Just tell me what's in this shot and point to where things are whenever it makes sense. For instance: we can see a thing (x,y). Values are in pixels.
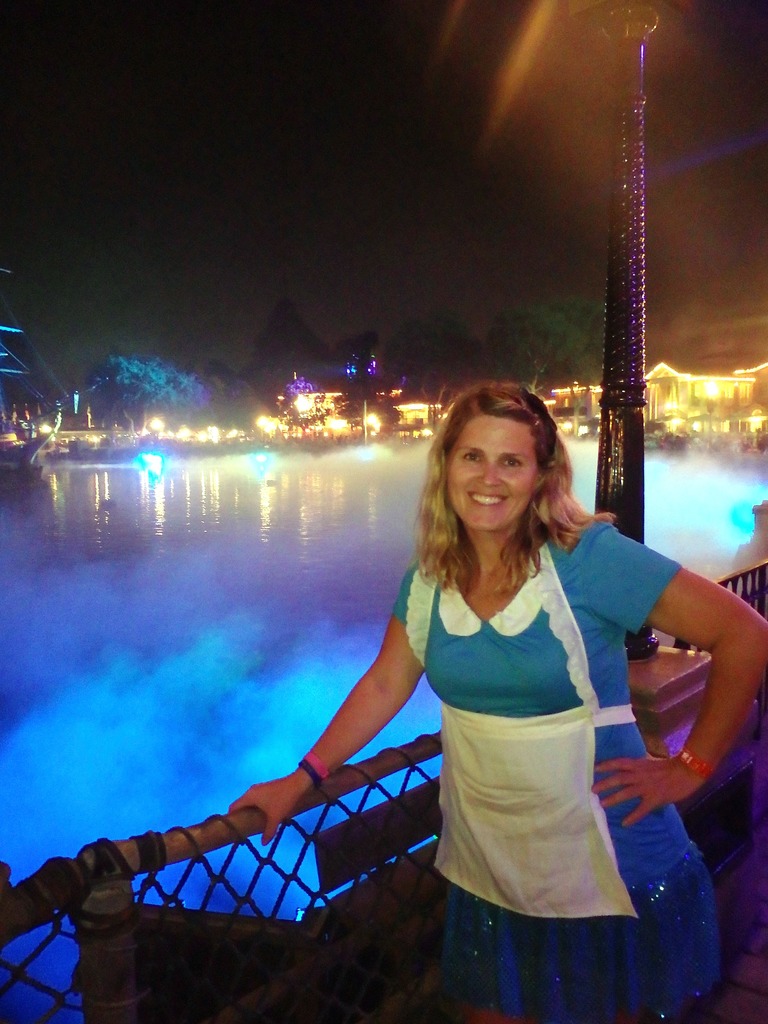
This is the picture of a lady (521,677) who is wearing blue and white dress (472,863) and standing beside the fencing (331,839) and to the side there are some water (375,600), buildings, trees (534,370) and some lights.
